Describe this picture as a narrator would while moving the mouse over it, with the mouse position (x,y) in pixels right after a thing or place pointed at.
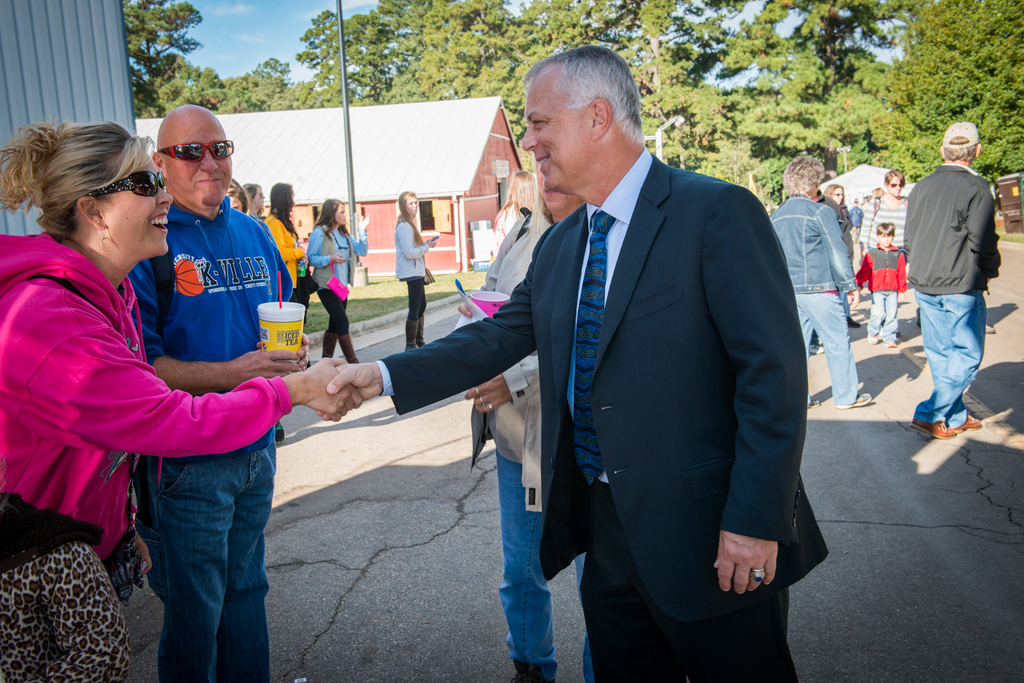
In this image there is a person (719,331) wearing suit (688,623) and tie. He is shaking the hand (335,395) with a woman (107,404) wearing pink jacket (102,429). Beside her there is a person (244,304) wearing goggles (184,151) is holding a cup (273,339) in his hand (302,352). Beside this man (548,314) there is a person (515,282) holding a cup (483,300). Behind them there are few persons (348,233) walking on the road (873,451). Left side (325,173) there are few houses (371,134). Before it there is a pole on the grassland (353,309). Right side (875,169) there is a tent (847,183). Background (994,116) there are few trees (408,52). Left top there is sky (238,45).
